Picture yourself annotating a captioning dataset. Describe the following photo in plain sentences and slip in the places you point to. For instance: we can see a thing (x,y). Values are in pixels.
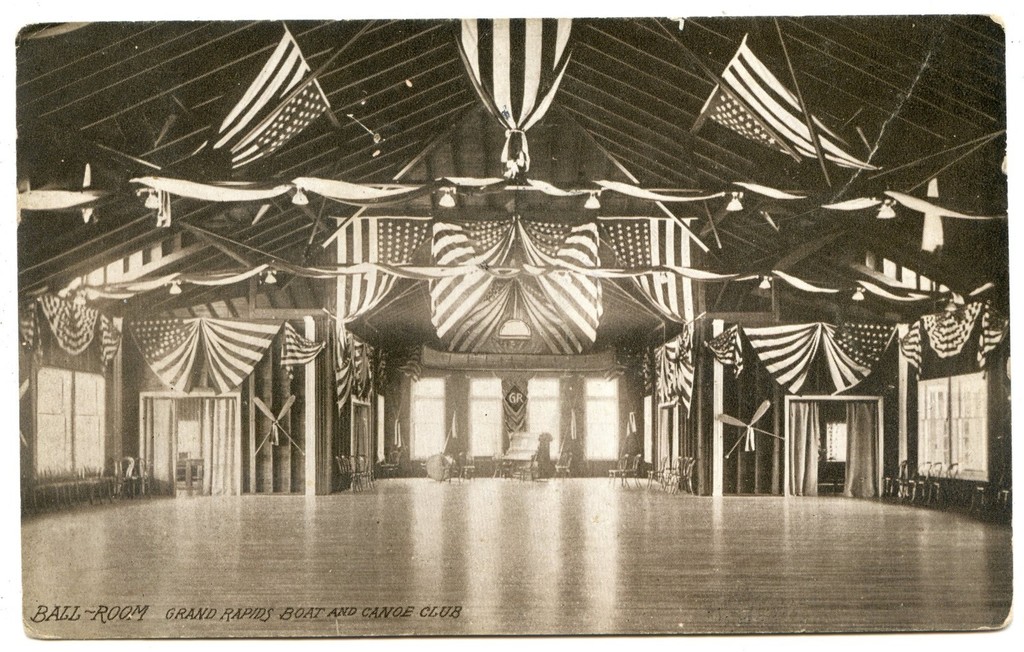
In this picture we can see the floor (675,617), windows (63,442), curtains (165,452), flags (468,317), chairs (372,464) and this is a black and white picture.
